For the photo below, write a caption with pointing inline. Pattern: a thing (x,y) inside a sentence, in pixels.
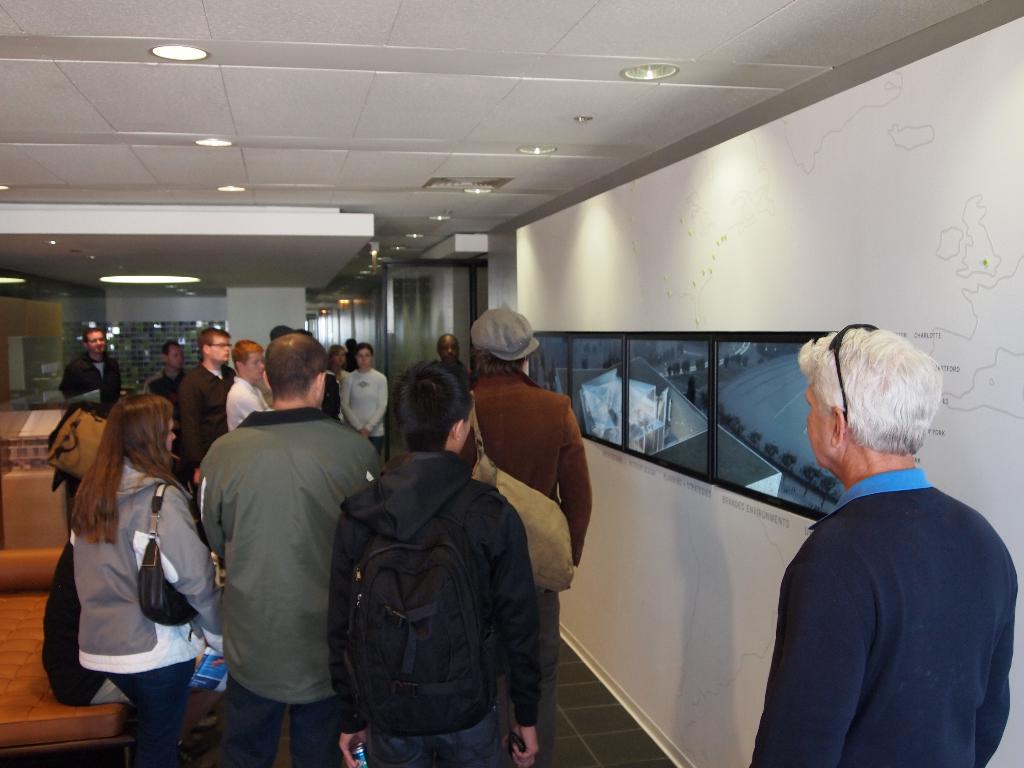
In the image few people (77,609) are standing and watching. Behind them there is a wall (1020,105), on the wall (592,460) there are some screens (596,427). Top of the image (741,12) there are some lights (466,192) and roof (120,151). Bottom left side of the image (42,547) there is a couch (60,549).
